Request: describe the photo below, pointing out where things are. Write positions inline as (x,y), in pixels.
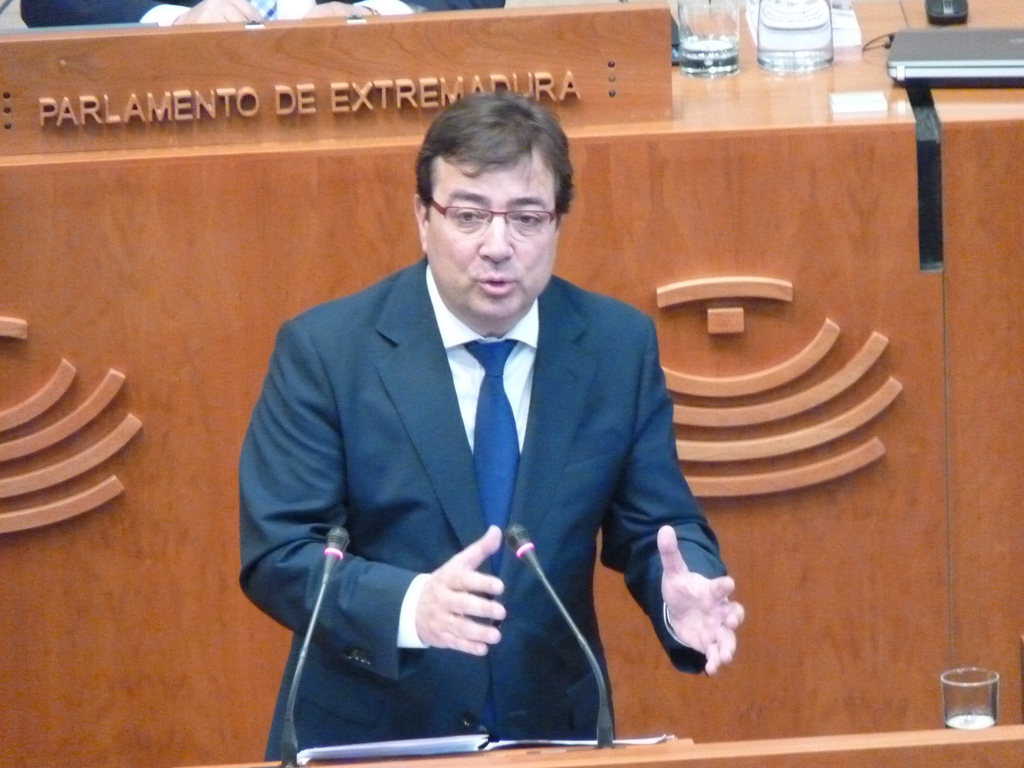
In this image, man (592,440) in a suit (577,465) wear tie (504,444), shirt (520,390). He is talking in-front of microphone (532,561). Here papers (552,739), glass (968,718) with water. Behind him, we can see wooden table (828,509). Here we can see human hand (328,9), another glass (711,40), water (769,55), bottle (801,41) and laptop (932,49) here, mouse (947,13). In the middle (505,459), man (496,295) wear glasses (546,218).
